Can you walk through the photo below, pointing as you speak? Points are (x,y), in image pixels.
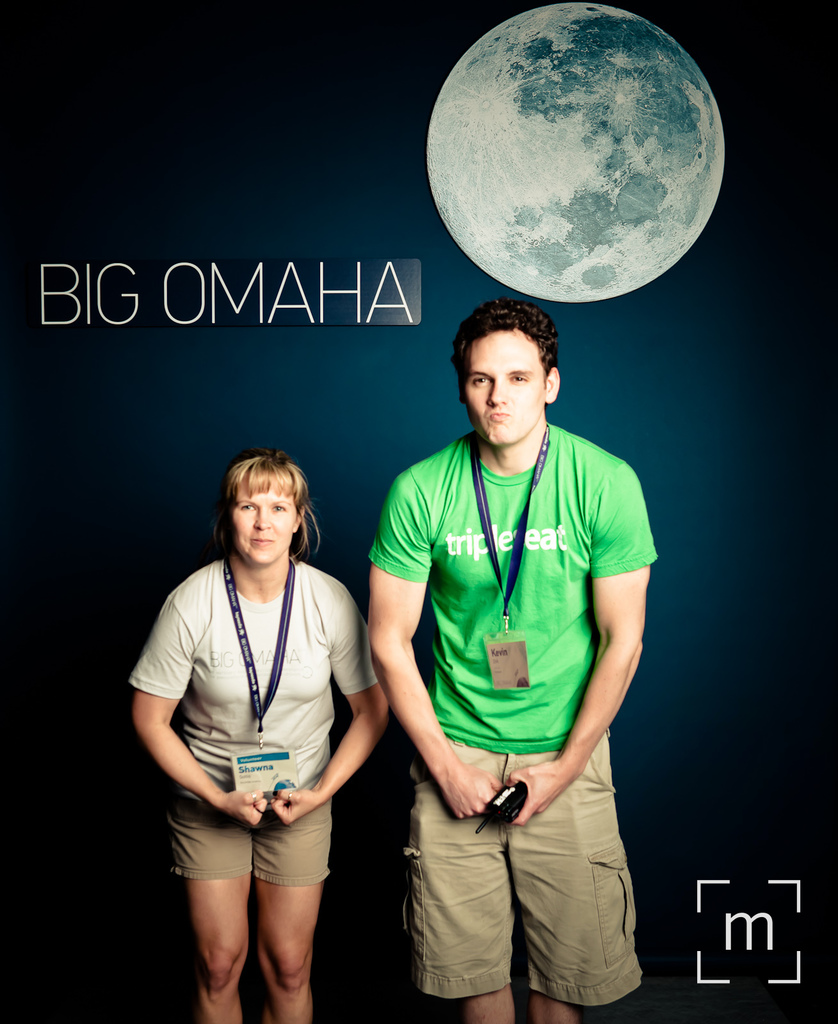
In this picture there are two persons (578,890) standing and holding the object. At the back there is a picture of a moon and there is a text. At the bottom right (799,972) there is a logo (783,975).
